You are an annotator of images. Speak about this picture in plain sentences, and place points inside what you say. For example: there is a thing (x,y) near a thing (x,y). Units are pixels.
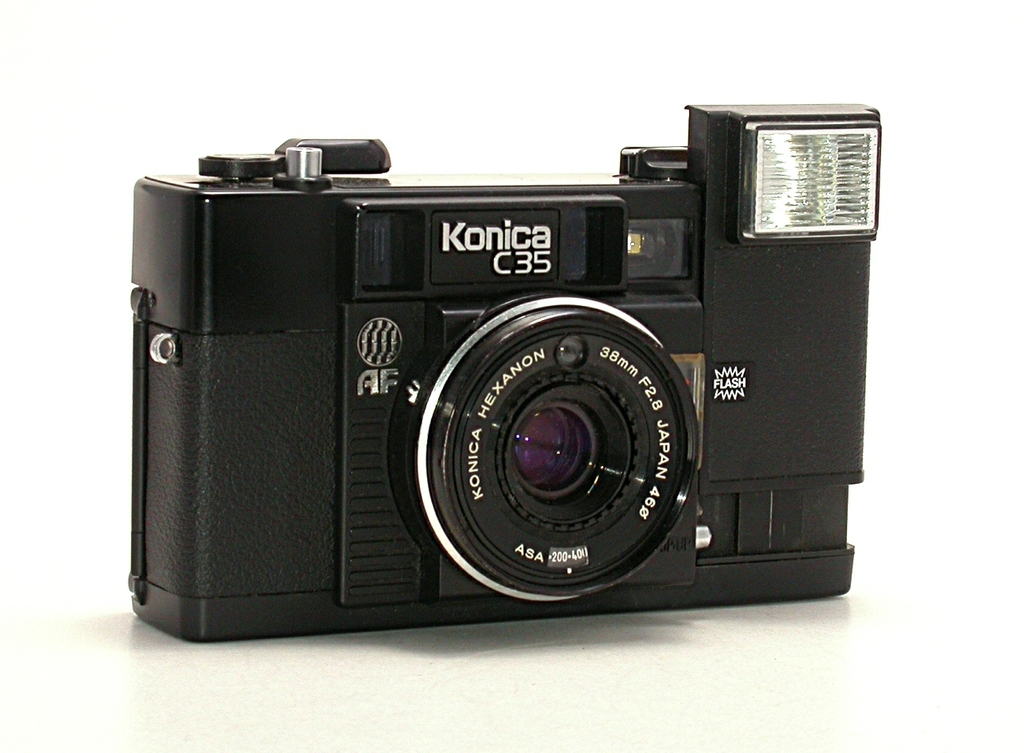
In this image I can see a black colour camera (340,256) and on it I can see something is written. I can also see white colour in the background (31,656).
